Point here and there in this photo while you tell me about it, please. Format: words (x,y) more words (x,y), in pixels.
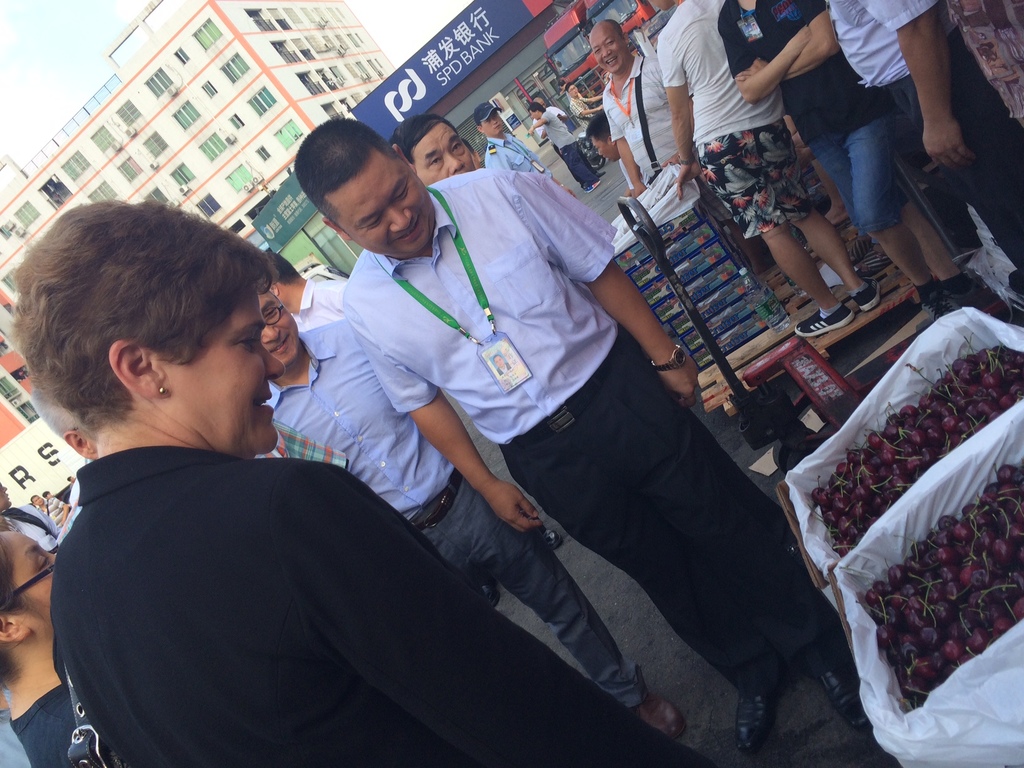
This image is clicked on the road (645,643). There are people (389,372) standing on the road (628,640). In the bottom right (896,615) there are cherries (909,654) in the basket (828,544). Behind them there are boxes (706,245). In the background (226,166) there are buildings (234,135). There are boards (421,74) with text (439,77) on the building (234,191). In the top left (58,70) there is the sky (43,51).
